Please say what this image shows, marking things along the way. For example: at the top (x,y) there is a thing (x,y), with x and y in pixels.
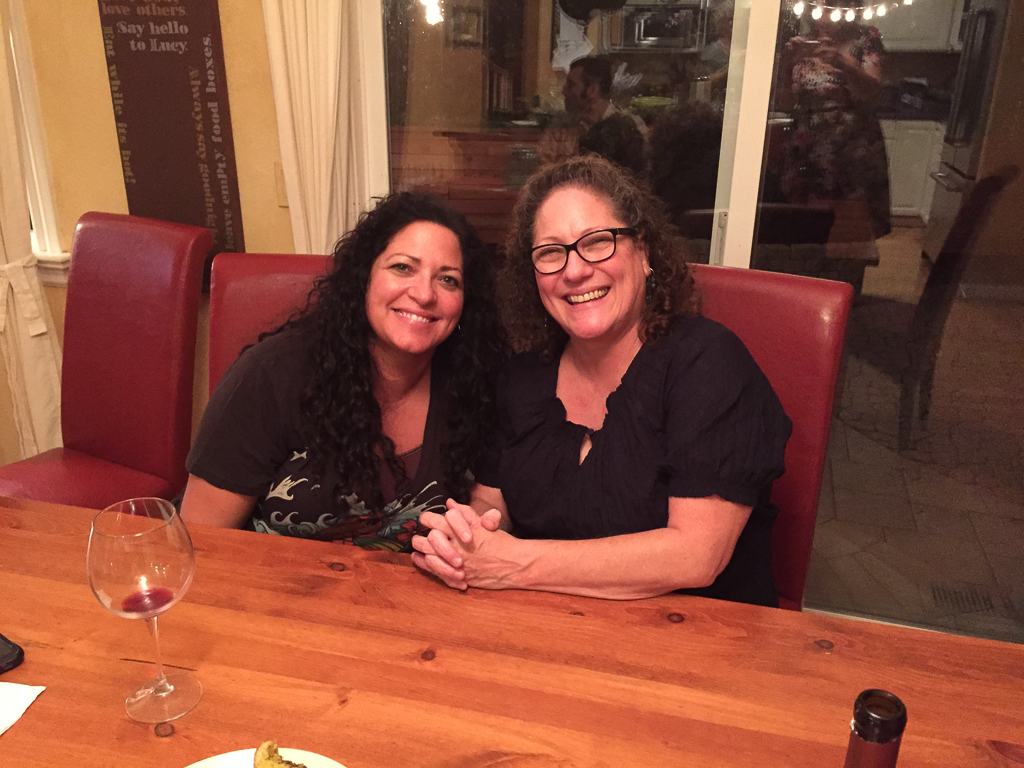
In this image there is a woman (367,312) sitting and smiling in the chair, another woman (707,574) sitting and smiling in the chair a table (54,767) consisting of a wine glass (124,521), plate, food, bottle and at the back ground (813,68) there is a woman (855,90), lights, photo frame (149,24) attached to the wall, curtain (351,1).
